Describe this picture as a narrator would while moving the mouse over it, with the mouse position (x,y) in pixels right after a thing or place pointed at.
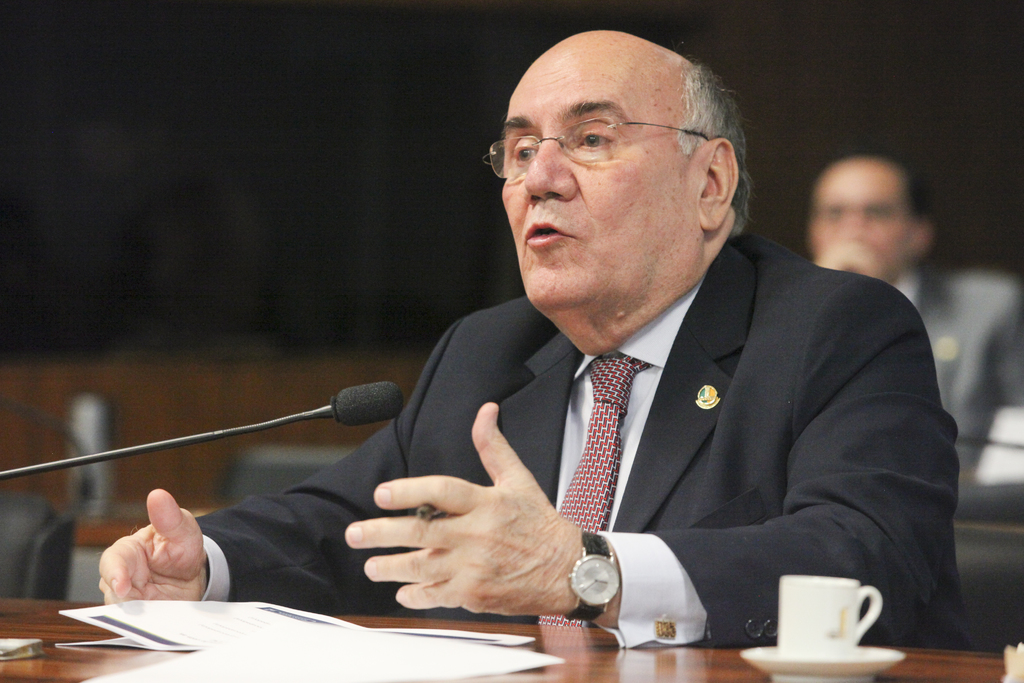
In this picture we can see a man (606,430) in the black blazer (728,400). He is sitting on a chair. In front of the man (594,375), there is a table (590,676) and on the table (576,671), there are papers (311,682), a cup (792,605) and a saucer (810,669). On the left side of the image (20,471), there is a microphone (374,414). Behind the man (529,398), there is another person (906,277) and a blurred background (900,240).
